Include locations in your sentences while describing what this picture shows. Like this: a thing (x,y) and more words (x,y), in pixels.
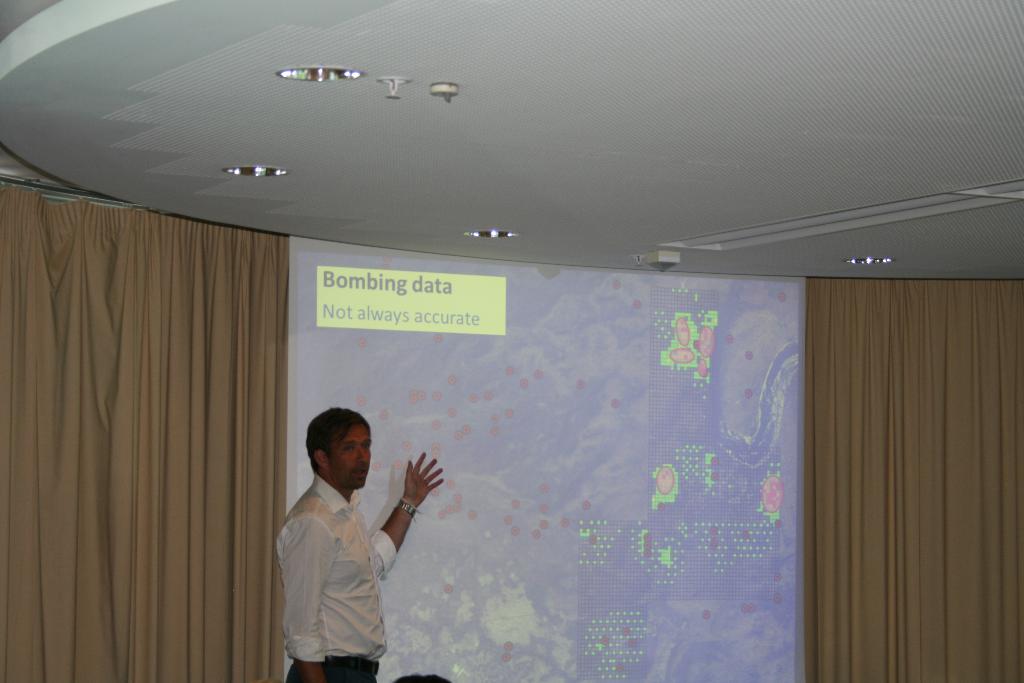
In this image we can see a man (391,549) standing before the projector display (438,447). In addition to this we can see electric lights (257,173) and curtains (174,233).
